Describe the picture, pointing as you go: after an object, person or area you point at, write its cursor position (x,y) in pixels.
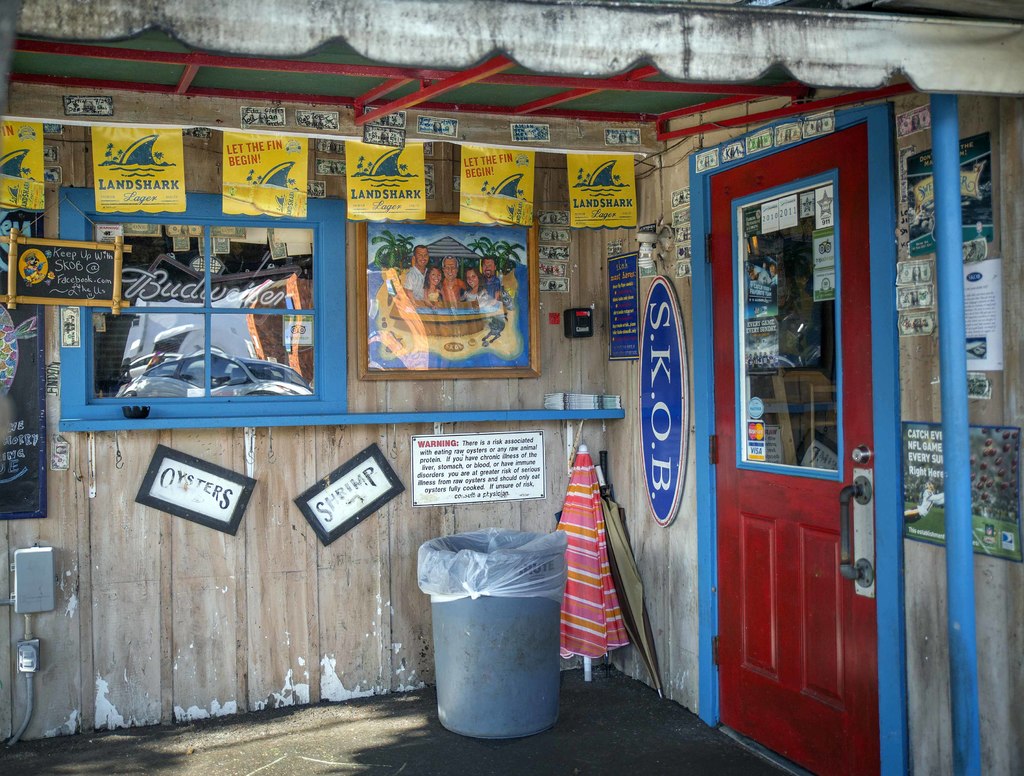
In this image we can see an entrance (98,553). In which there are posters (181,156) sticked on the wall (144,542). There is a door (735,517). There is a dustbin (471,547).
